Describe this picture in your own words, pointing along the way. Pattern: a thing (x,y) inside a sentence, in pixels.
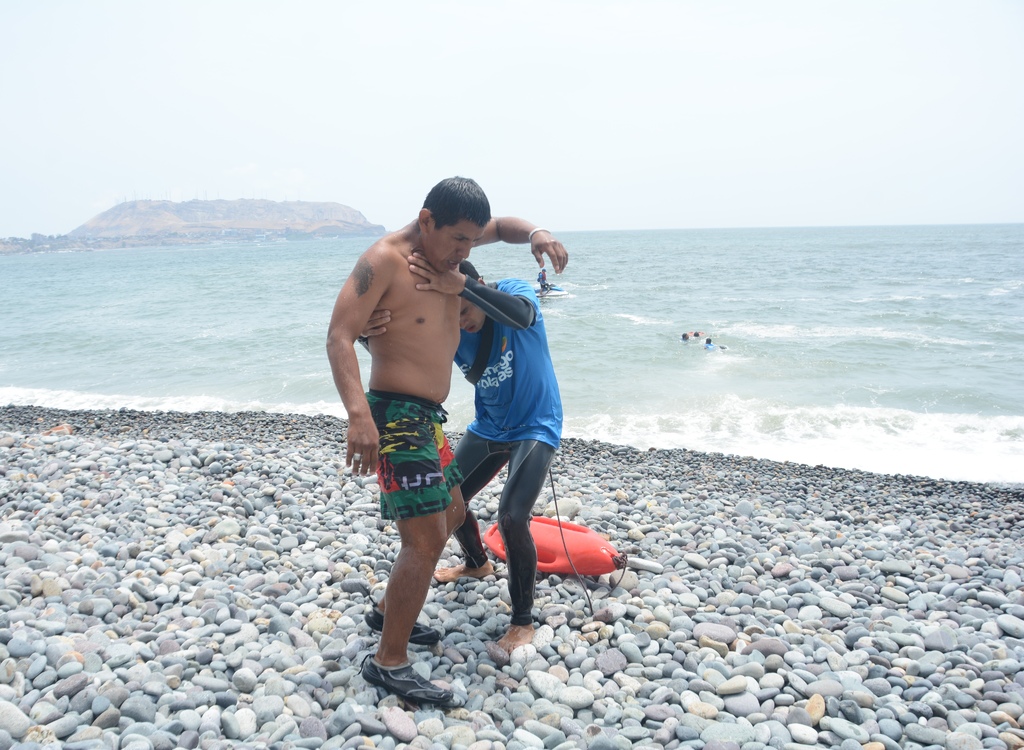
In the foreground of this image (458,312), there are two men (466,478) standing on the stones (502,581) and an object (571,531) on the stone (575,510). In the background (838,356) there is water (746,354), few persons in the water (575,283), a boat (547,293), a cliff (334,210) and the sky (338,109).
